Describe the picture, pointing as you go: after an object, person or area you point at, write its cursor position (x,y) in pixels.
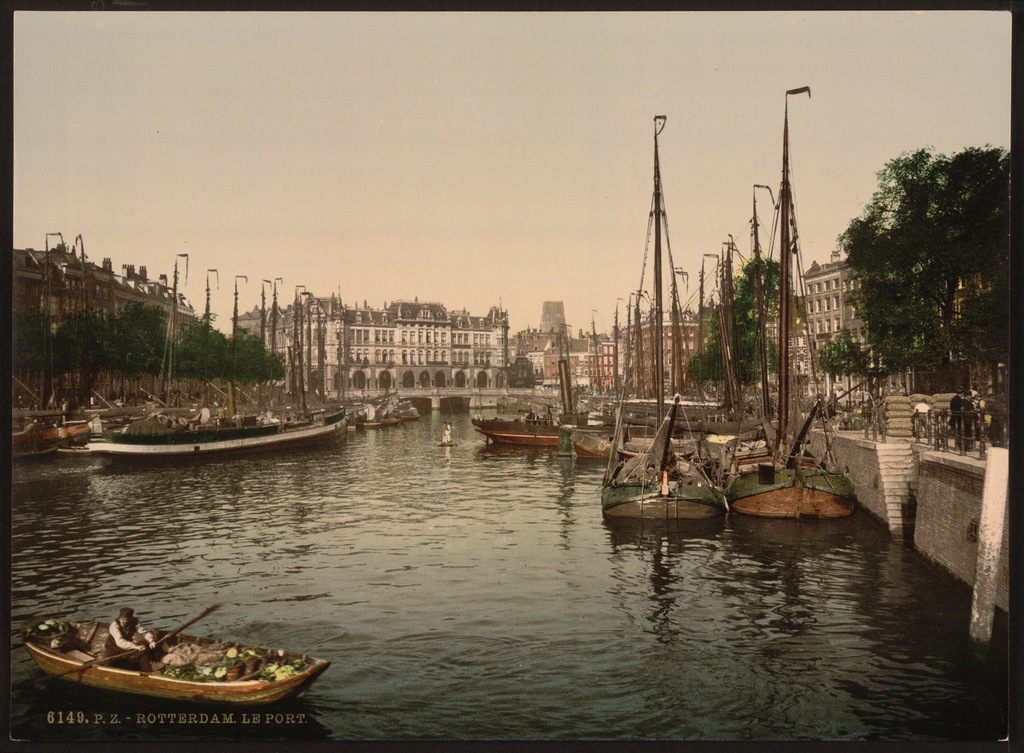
In this picture I can see boats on the water (391,540), there are group of people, buildings (665,351), trees (272,368), and in the background (663,267) there is sky (400,201) and a watermark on the image.
